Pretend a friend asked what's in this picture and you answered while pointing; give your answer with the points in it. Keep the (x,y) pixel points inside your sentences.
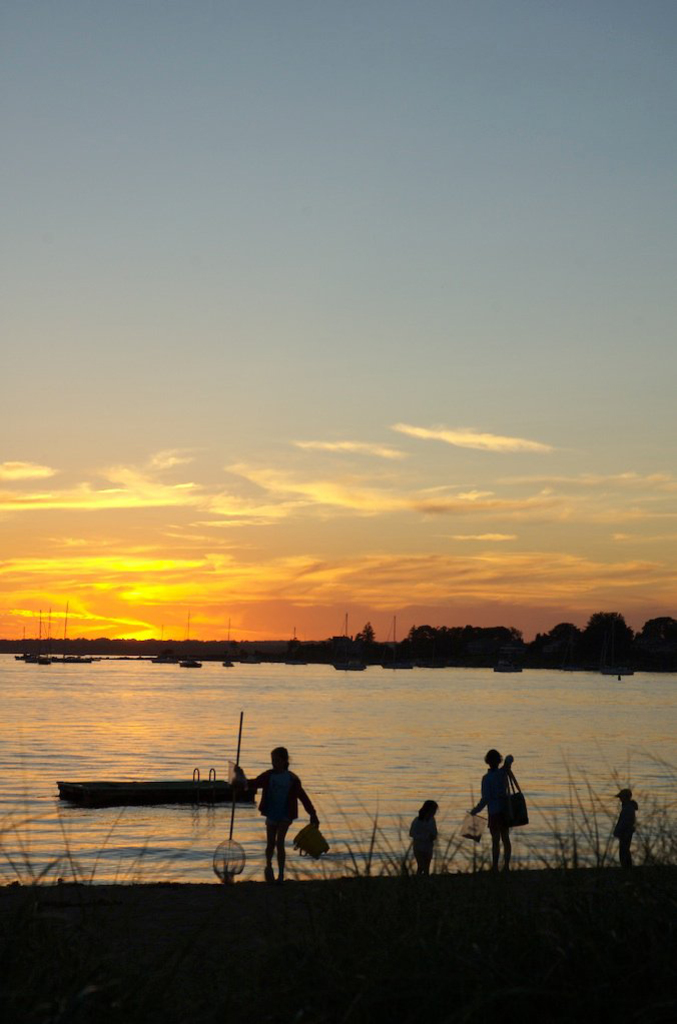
In this picture I can see there is a lake (476,761) and there are some people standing here and there are some children (309,805) and in the backdrop (76,619) there are some trees (371,643) and the sky (70,632) is cloudy.
